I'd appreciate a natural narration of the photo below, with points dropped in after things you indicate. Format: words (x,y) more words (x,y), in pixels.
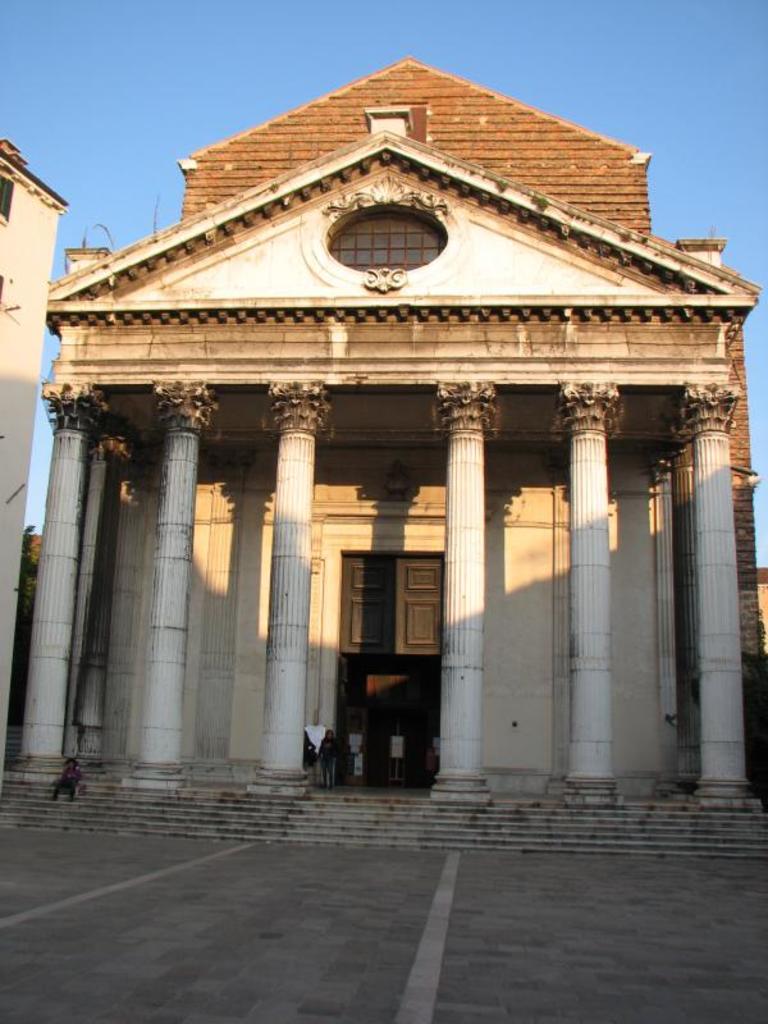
In the image we can see a building (391,223), these are the pillars (456,525), stair (388,822), footpath (325,877) and a sky (155,128). We can see there are even people (324,760) wearing clothes (326,761).
